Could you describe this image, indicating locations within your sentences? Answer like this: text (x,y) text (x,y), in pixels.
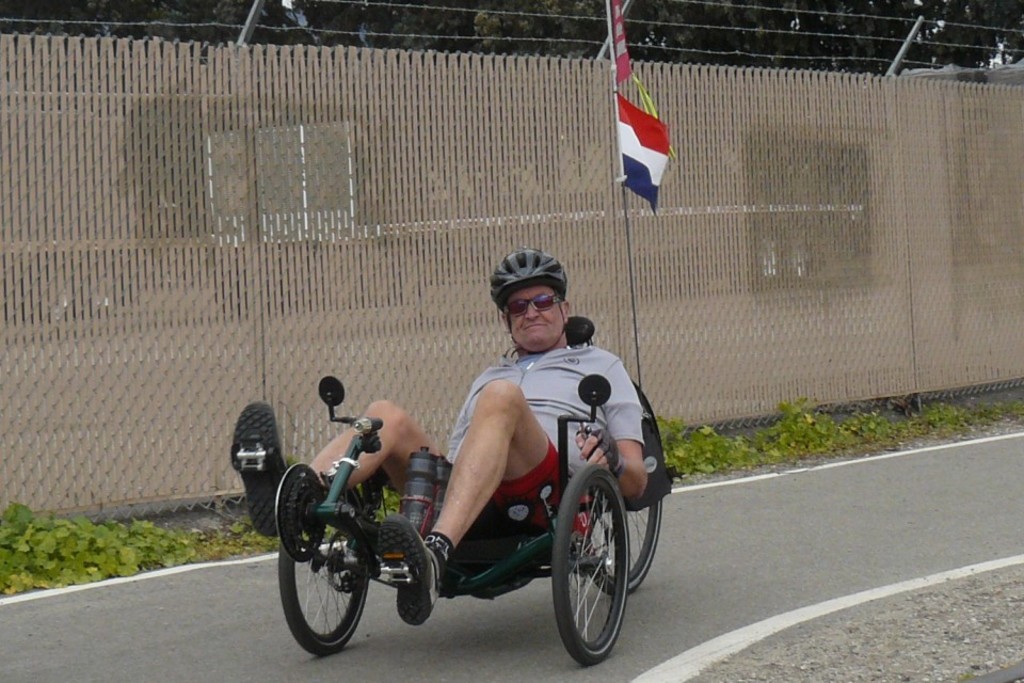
In this image we can see a man (520,282) sitting on a tricycle (588,422). There are many trees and plants (179,554) in the image. There is a road (804,545), a flag (655,146) and a fencing (129,507) in the image.
